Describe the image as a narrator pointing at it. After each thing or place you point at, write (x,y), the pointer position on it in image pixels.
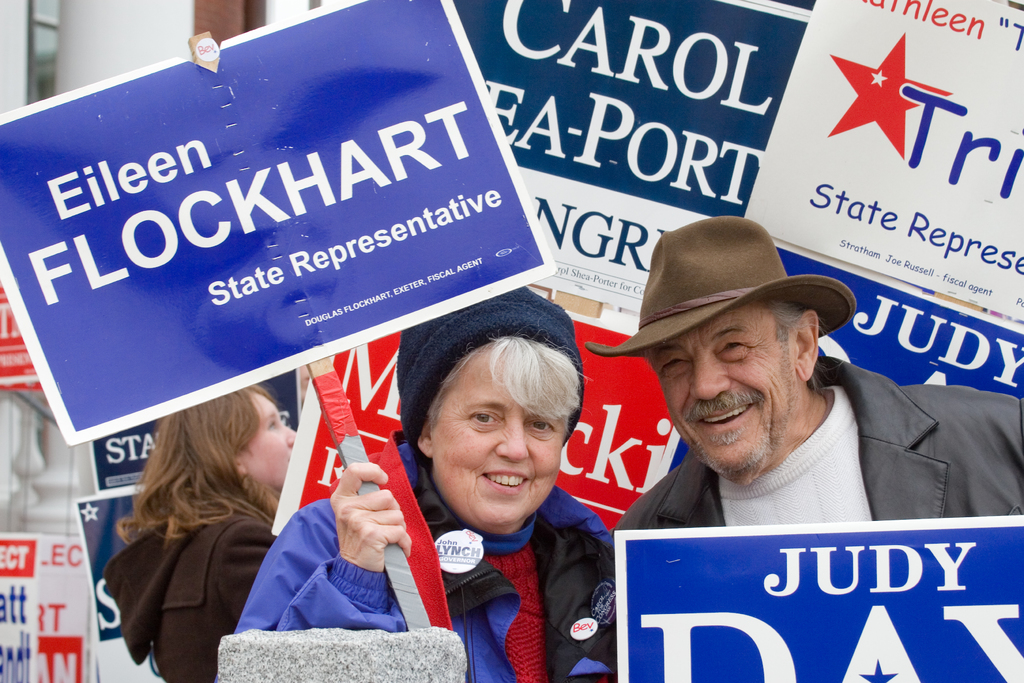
In this image we can see some people (608,552). In that a woman (584,560) is holding a board (22,282). We can also see some boards (666,557) with some text (658,459) on them. In the foreground (439,672) we can see a stone (427,645).
